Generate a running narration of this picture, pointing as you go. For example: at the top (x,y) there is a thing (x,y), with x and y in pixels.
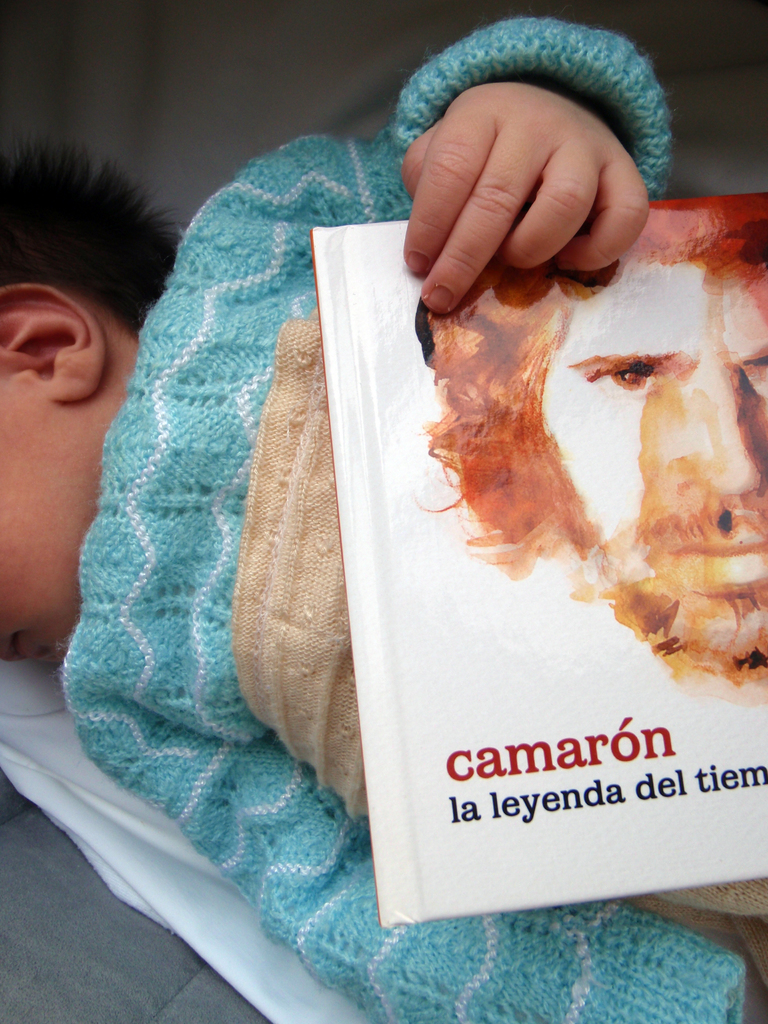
In this image we can see a baby (244,602) lying and holding a book (504,420) in the hands (472,235).
